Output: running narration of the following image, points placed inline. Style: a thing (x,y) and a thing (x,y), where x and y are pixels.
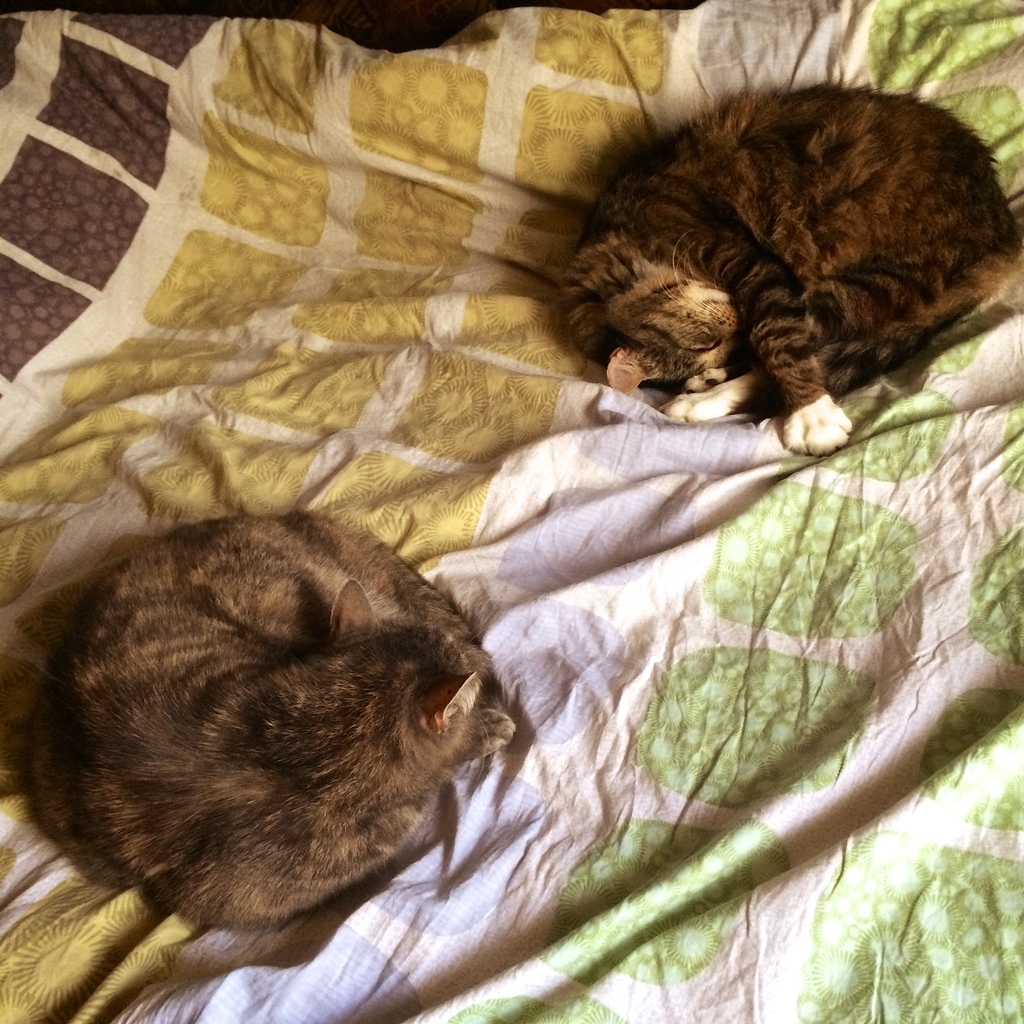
In this image I can see two cats (413,706) on the bed (518,528). They are in brown, black and white color. The blanket (767,588) is in different color.
